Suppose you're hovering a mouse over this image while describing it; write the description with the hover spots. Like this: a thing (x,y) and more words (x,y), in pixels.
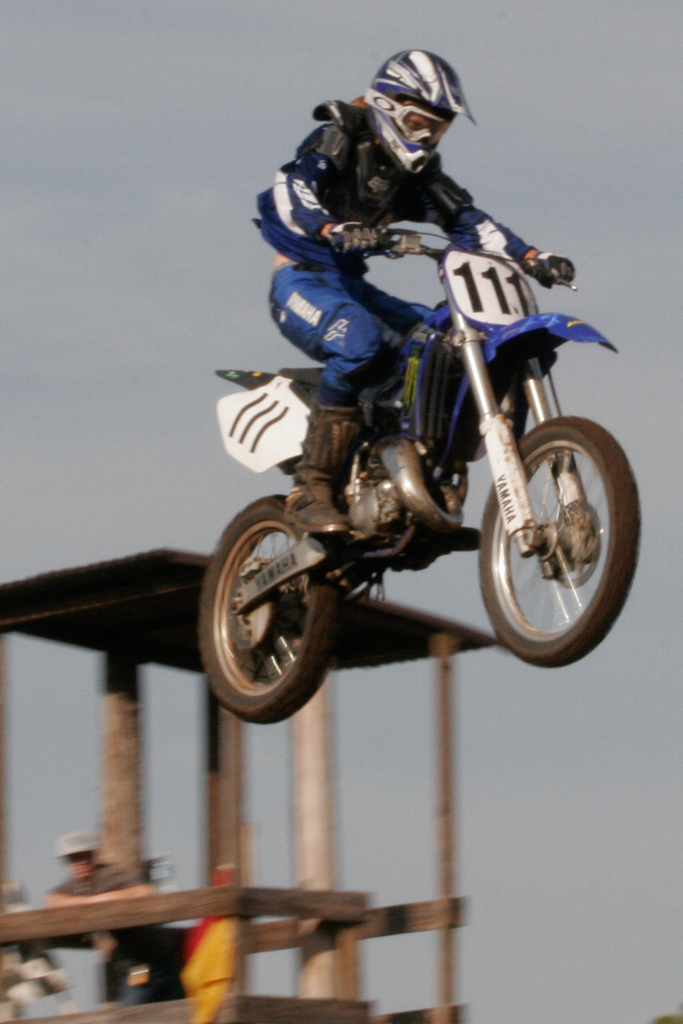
In this image I see a person (421,75) who is on the bike (442,410) and I see 3 numbers (499,286) written over here and I see the rods (160,907) over here and I see a person (96,892) over here. In the background (195,485) I see the sky (173,28) and I can also see that this person (364,135) is wearing a helmet (394,60) which is of white and blue in color.
